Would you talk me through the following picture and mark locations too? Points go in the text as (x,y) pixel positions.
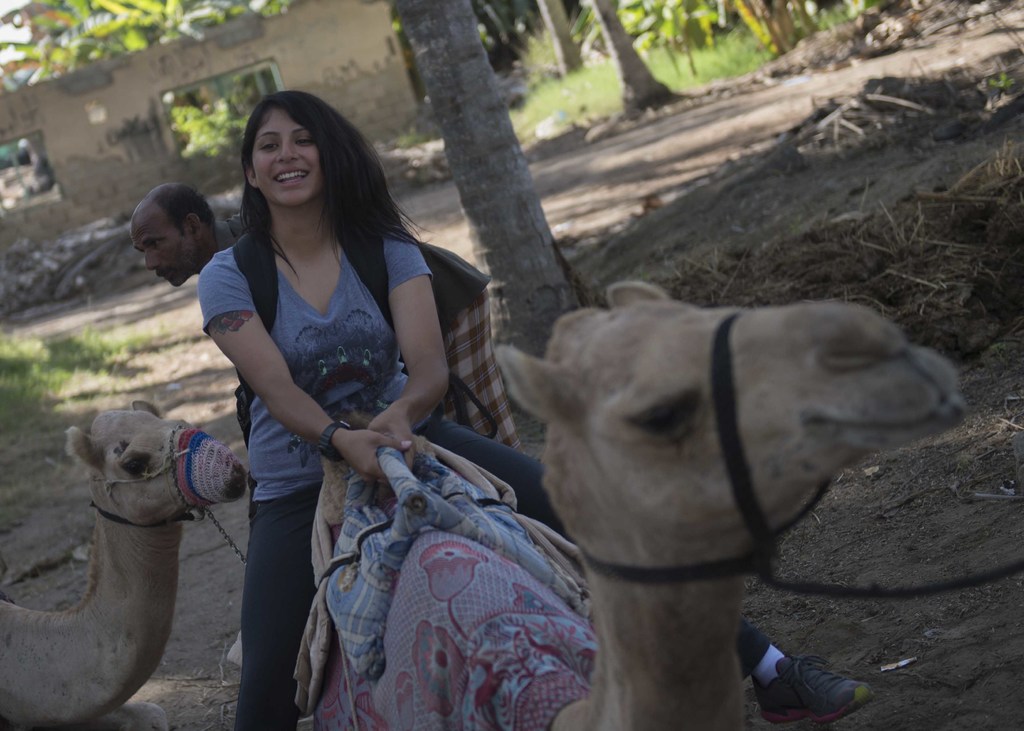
In this image I can see a person (301,232) sitting on the camel (543,383). The person (398,415) is wearing blue shirt (290,471), black pant (277,550) and the camel (594,567) is in brown color. Background (213,233) I can see the other person (193,257) and a camel (168,493), trees (808,6) in green color, a building (67,96) in cream color and the sky (6,27) is in white color.
